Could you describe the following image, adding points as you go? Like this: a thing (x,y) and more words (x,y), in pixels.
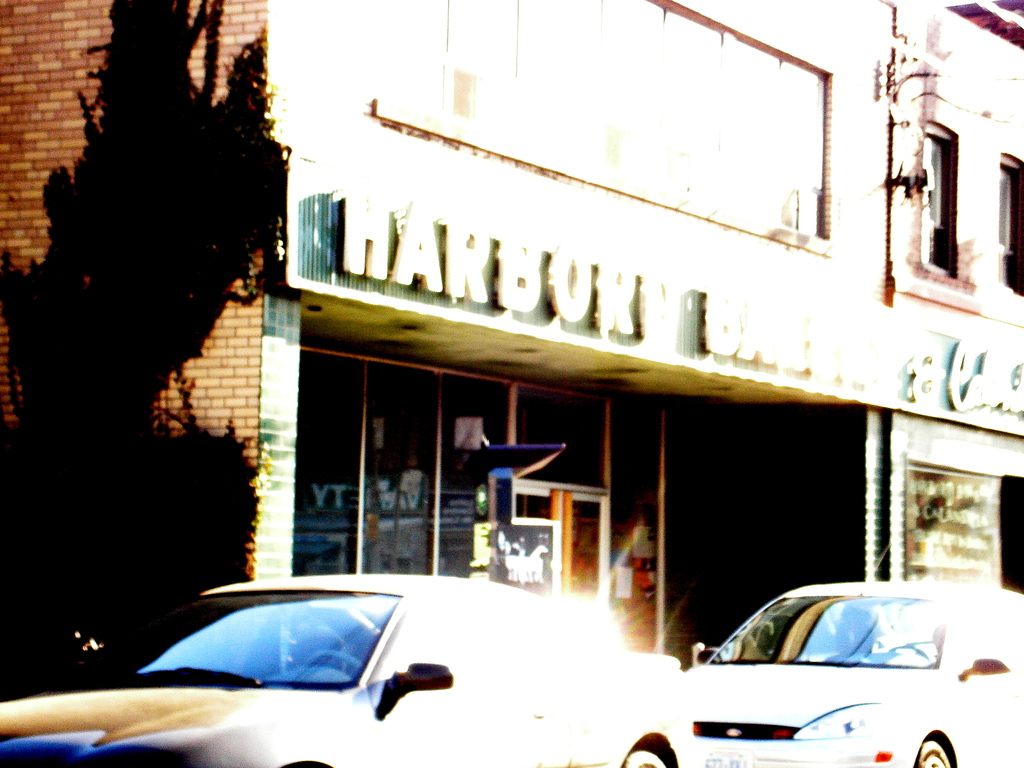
In this image in the middle (379,265) there is a building (834,170), and there is a board (573,241) attached to the building (721,277), on which there is a text (477,236), in front of the building (441,343) there are two vehicles (593,697) visible at the bottom (928,691), on the left side (242,314) there might be a tree (167,348) and building wall (50,153).
